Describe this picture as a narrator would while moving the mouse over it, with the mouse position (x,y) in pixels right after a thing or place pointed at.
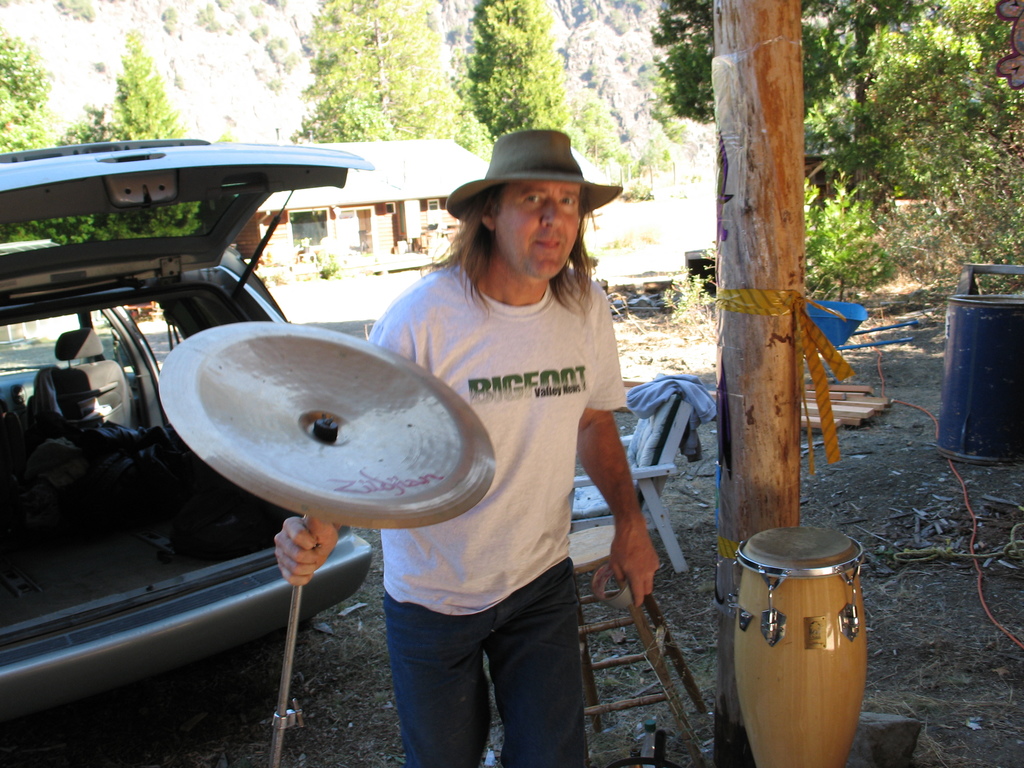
In the image there is a man (453,313) in white t-shirt (527,359) and a hat (522,154) holding cymbal (313,432), behind him there is car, tree (752,413), chair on the land (832,470), in the background (396,13) there are many trees (817,38) all over the place with a home (384,200) in front of it.
